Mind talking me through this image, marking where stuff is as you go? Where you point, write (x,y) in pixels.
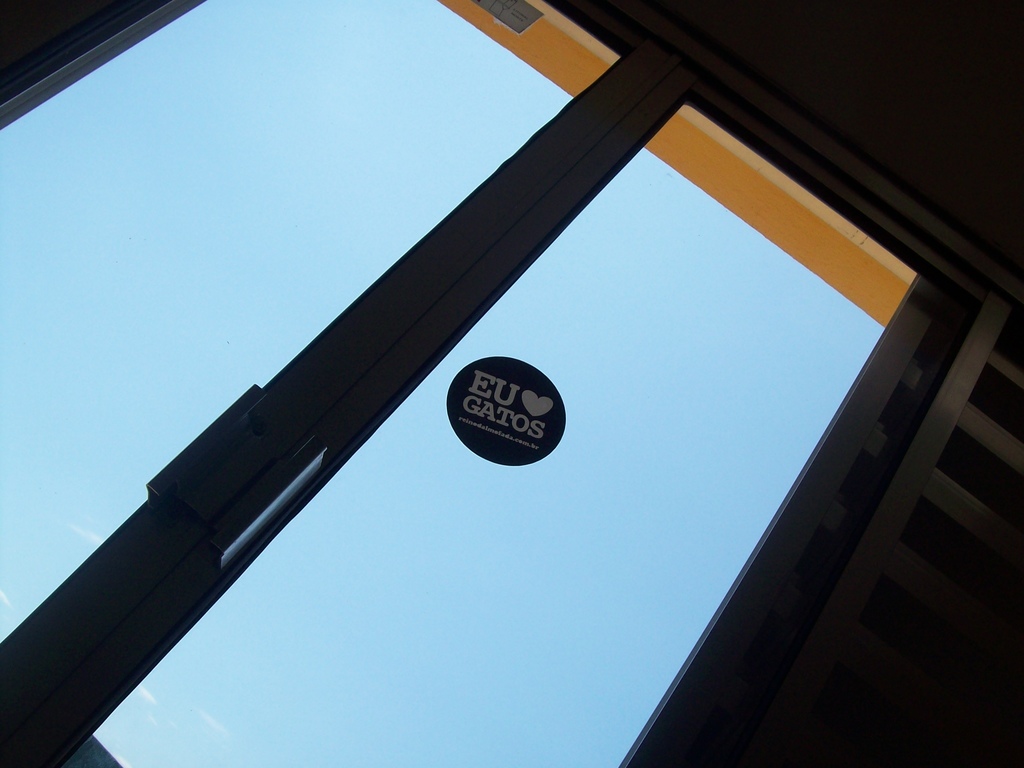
This picture seems to be clicked inside the room (24,42). In the center (425,306) we can see the doors (584,419) and we can see the text (506,395) on the door (581,375). In the background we can see the wall (816,43) and we can see some other objects (885,677).
